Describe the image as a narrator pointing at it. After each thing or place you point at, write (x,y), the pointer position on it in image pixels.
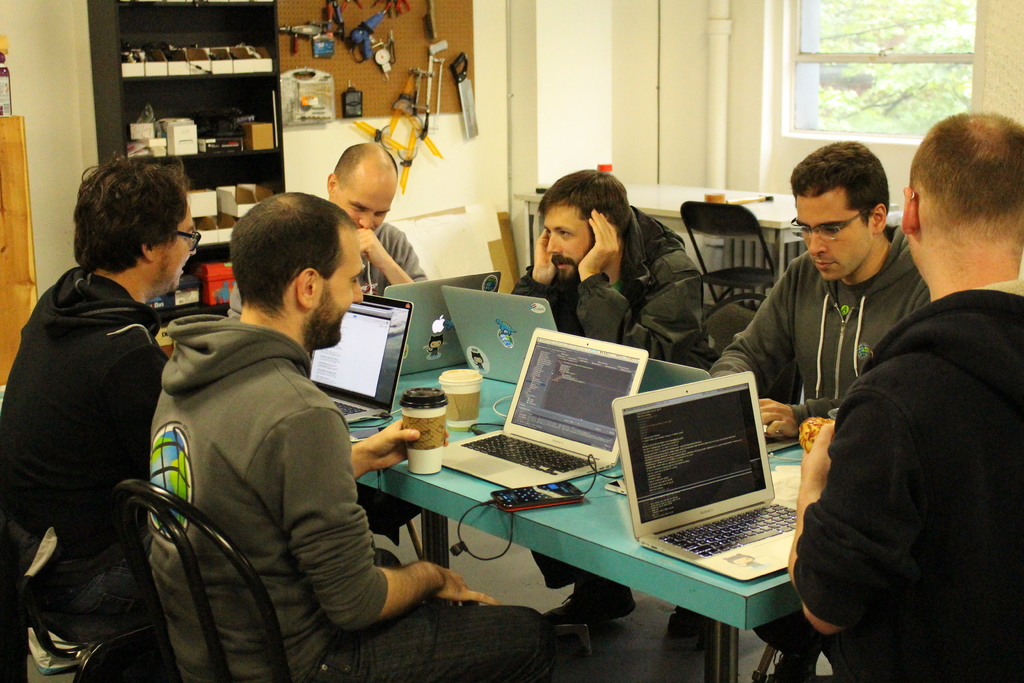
In this image we can see people (670,352) sitting on chairs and a table (450,498) is placed in front of them. On the table (437,374) we can see laptops (581,450), disposable tumblers (446,403), mobile phones (560,499), cables (471,428) and paper napkins (790,471). In the background (904,122) we can see pipeline (722,146), windows (836,92), drilling tools (383,70) attached to the wall (299,17) and some cartons (195,196) arranged in the cupboard (197,107).
